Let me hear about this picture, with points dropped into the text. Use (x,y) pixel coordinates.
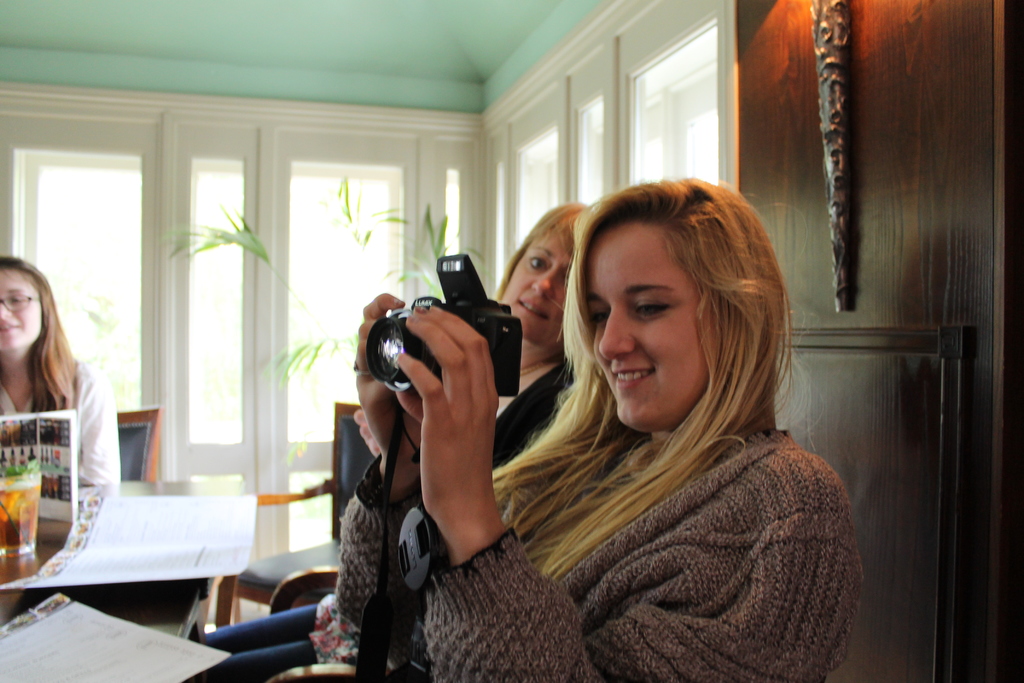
In this picture there are three woman (587,465) sitting on the table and one of them is holding a camera (504,379). In the background (134,209) we observe glass doors (225,187) and a wooden wall (908,258).
